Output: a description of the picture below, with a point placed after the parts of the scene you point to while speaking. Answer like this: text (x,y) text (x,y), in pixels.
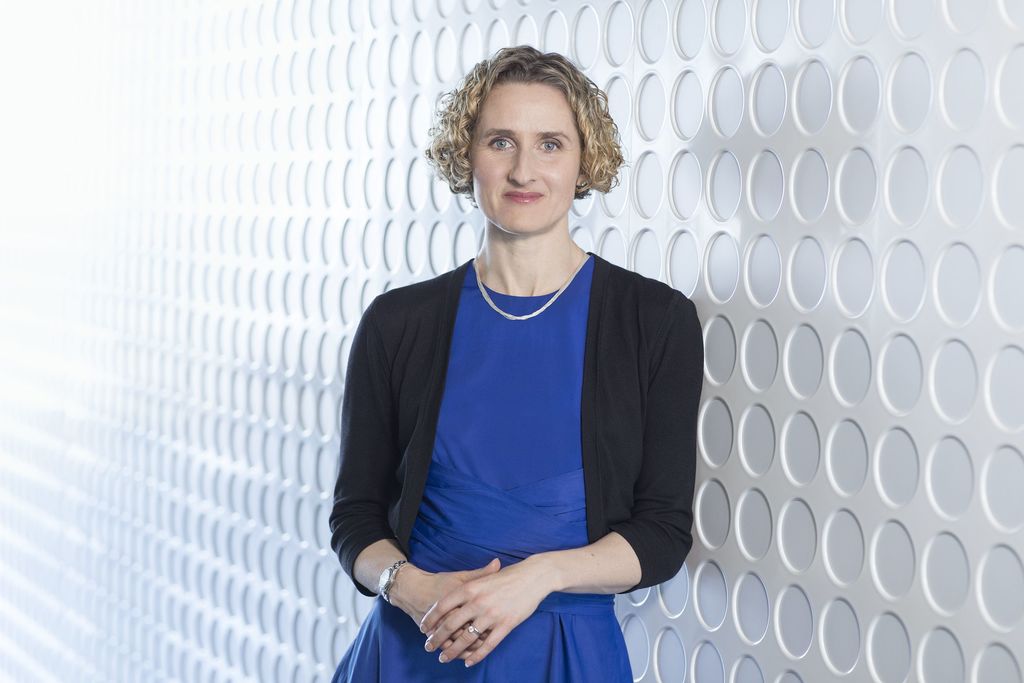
This woman (513,178) wore blue dress (476,416), black jacket (382,411) and looking forward. Background (693,229) it is in white color.
